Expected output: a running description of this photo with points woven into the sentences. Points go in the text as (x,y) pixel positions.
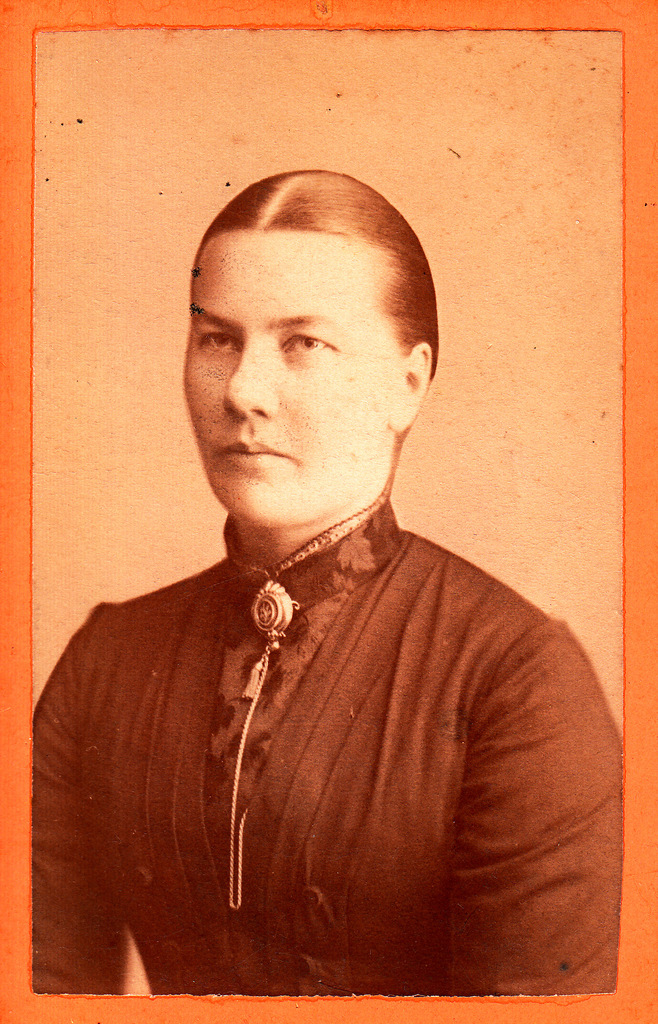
In this image we can see a picture of a woman (315,580) wearing a black dress (419,740).
